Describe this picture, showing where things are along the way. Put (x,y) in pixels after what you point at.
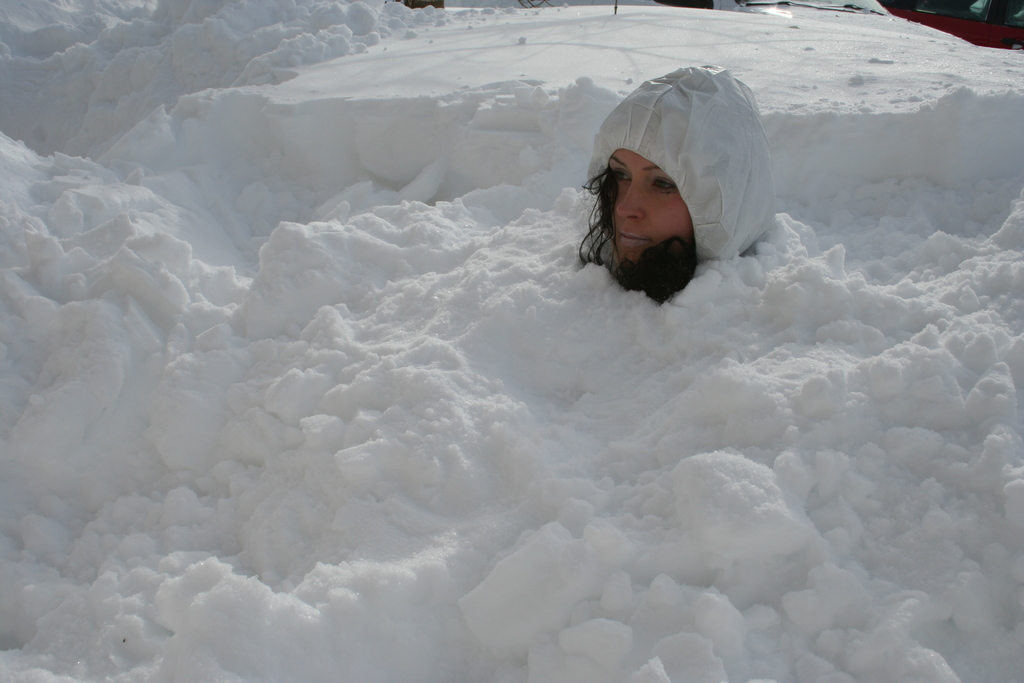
In the image we can see there is a woman (722,171) sitting under the snow (772,391) and the ground (757,455) is covered with snow (715,293). The woman (668,287) is wearing hoodie (731,162).
